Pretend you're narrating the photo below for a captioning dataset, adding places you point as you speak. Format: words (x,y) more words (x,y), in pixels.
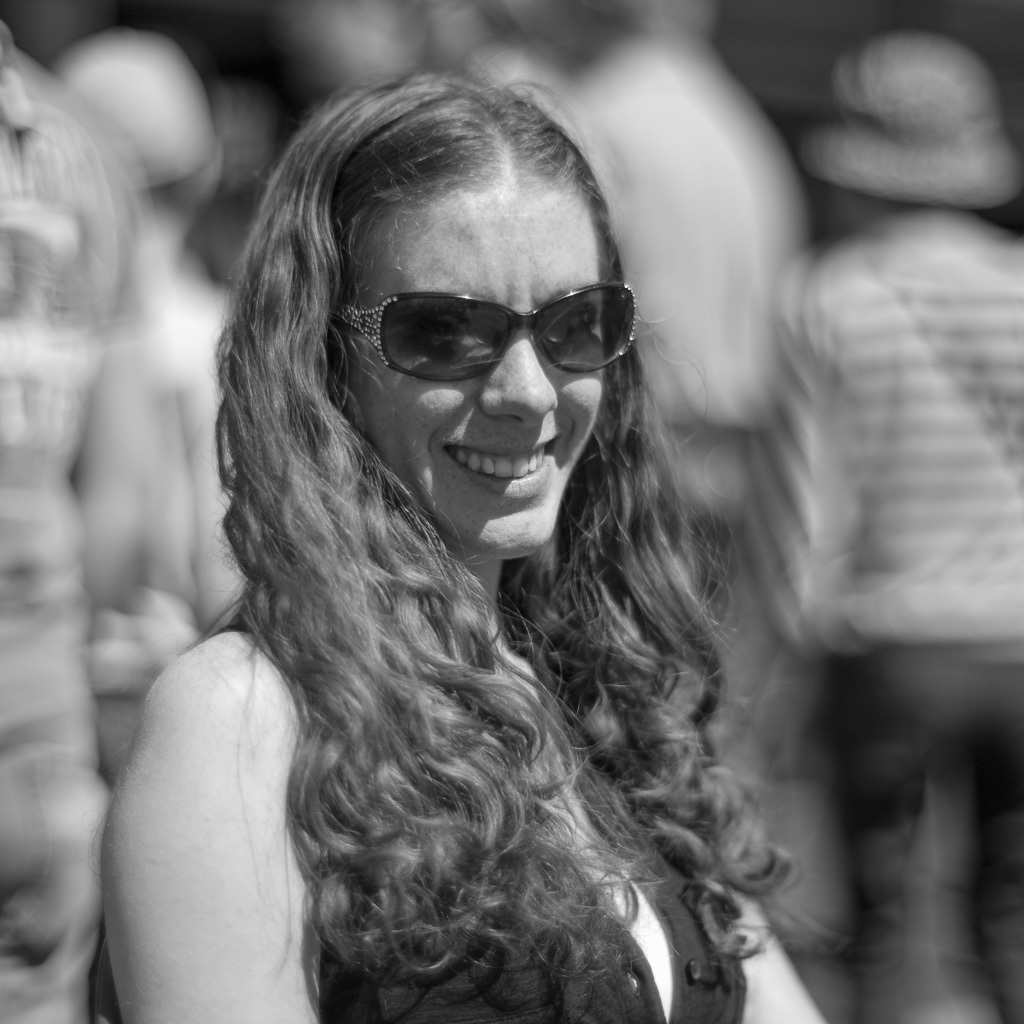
This is a black and white picture. In the middle of the picture (404,354) we can see a woman (417,793) and she is smiling. There is a blur background (9,711) and we can see people (754,632).
